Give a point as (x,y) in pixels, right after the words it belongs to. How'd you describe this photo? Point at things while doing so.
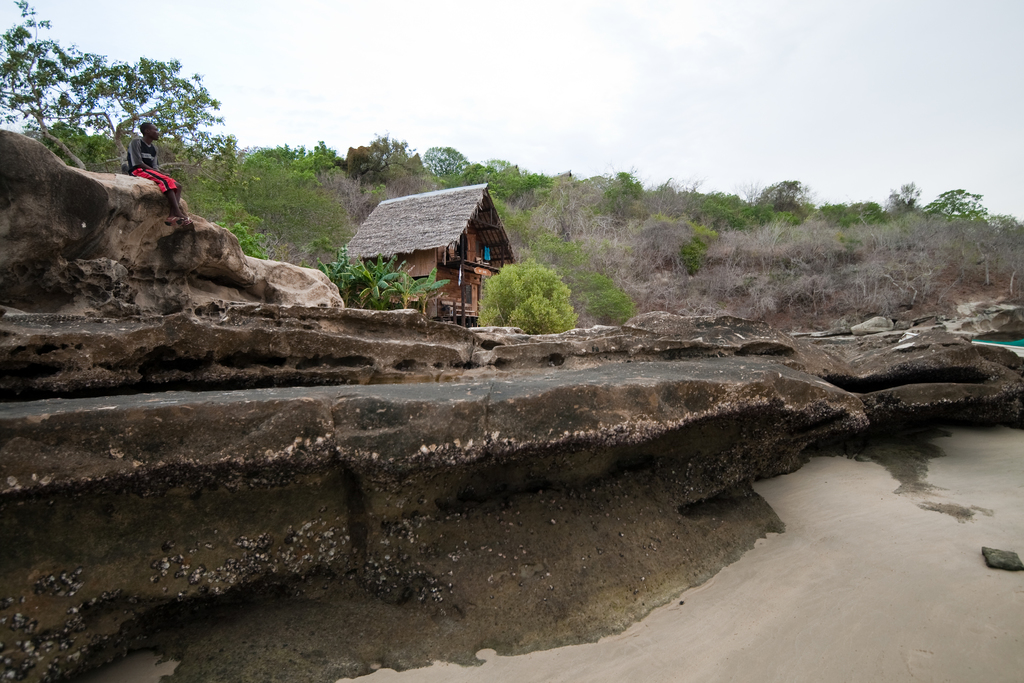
At the bottom of the picture (831,617), we see the sand (821,605). Beside that, there are rocks (371,401). The man (151,164) in black T-shirt (147,150) is sitting on the rock (199,221). In the middle of the picture (372,245), we see the wooden hut (414,273). Beside that, there are trees (498,301). There are trees (373,167) in the background (916,279). At the top (683,131), we see the sky (733,90).
